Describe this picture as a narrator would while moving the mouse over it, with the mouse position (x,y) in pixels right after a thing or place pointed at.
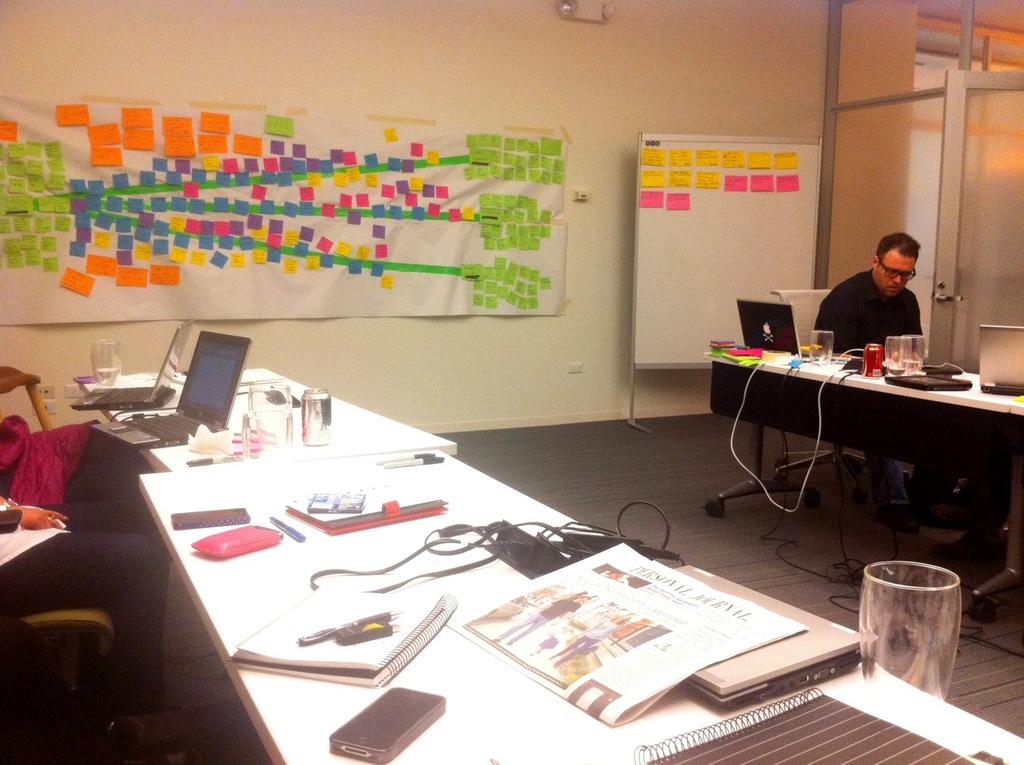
This is a picture consist of a inside of a room (467,390) and left side (325,464) there is a table (239,637), and there is a person (74,582) sitting on the chair (71,611) on the left side (84,590), and there is a glass (867,607), laptop (229,406), pen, cable (622,541) cards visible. And corner i can see a table (827,401), on the table (977,385) there are the some objects (916,356) kept on that. In front of a table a person (864,293) wearing a black color shirt (860,292), he is sit on the chair (799,306), on the middle (368,257) i can see a board (719,245) and there are some colorful papers (153,199) attached to the wall (303,347).
